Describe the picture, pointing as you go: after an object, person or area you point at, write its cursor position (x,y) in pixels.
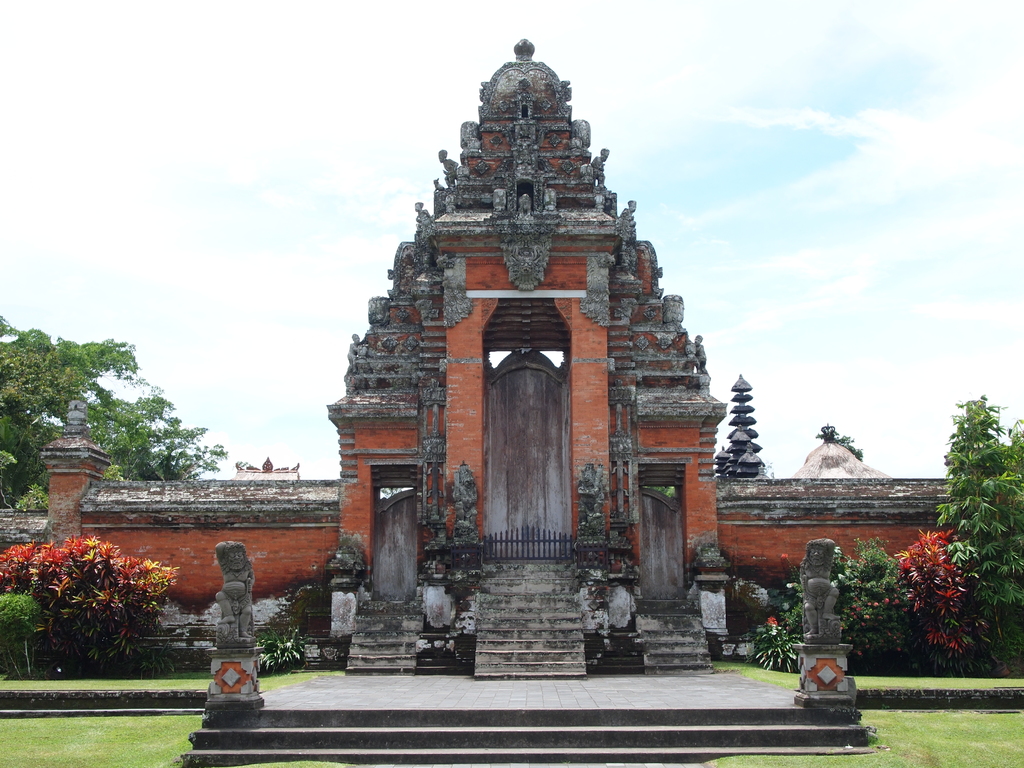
Here we can see the entrance doors (391,535) of a temple (457,491), plants (967,590), wall (323,505), steps (472,730) and grass (7,755) at the bottom (584,582). In the background (149,410) there are trees (52,428) and clouds (412,47) in the sky (253,267).
